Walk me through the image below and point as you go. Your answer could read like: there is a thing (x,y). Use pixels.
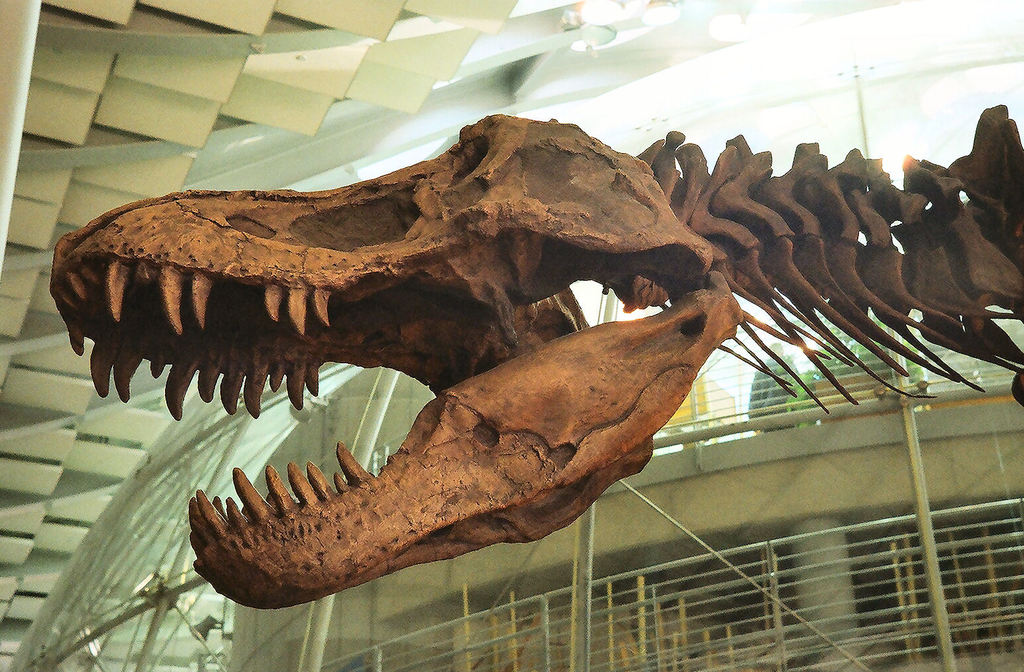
In the image i can see an animal (550,151) which is brown in color and in the background (610,76) i can see some lights (616,21) and other objects (594,511).
